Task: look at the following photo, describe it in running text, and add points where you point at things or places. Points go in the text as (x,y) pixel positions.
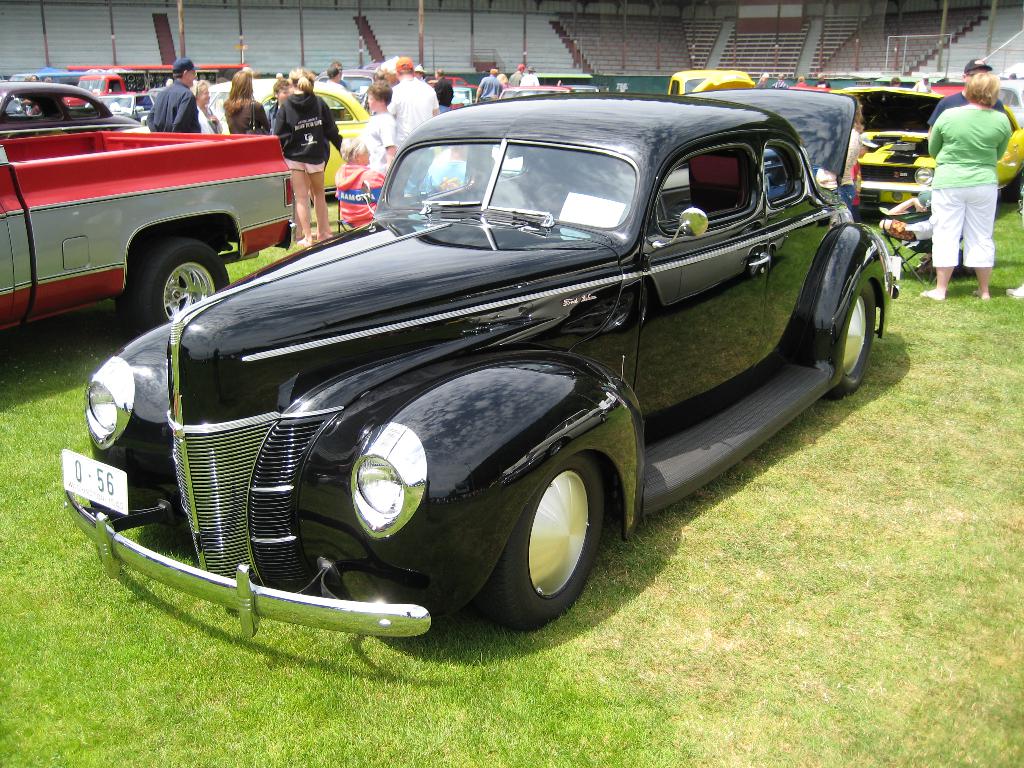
In this image we can see so many people (286,86) and vehicles (321,282) with different type of colors on the ground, in the background (150,64) there are stairs (541,65).
